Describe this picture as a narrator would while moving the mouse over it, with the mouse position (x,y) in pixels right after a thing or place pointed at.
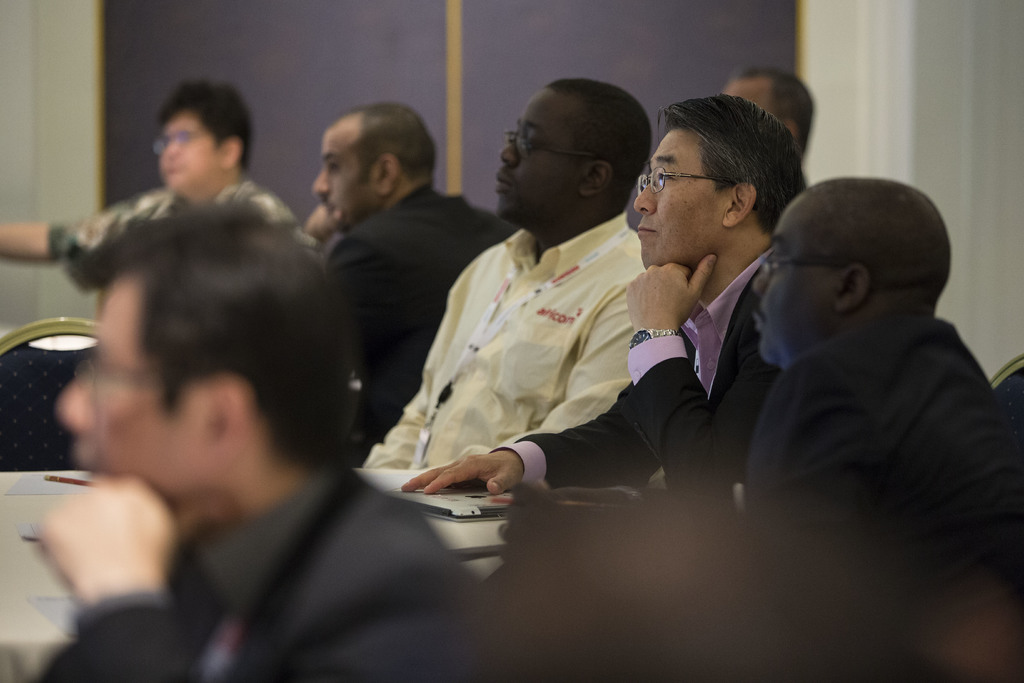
In the picture I can see people (608,333) are sitting in front of a table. On the table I can see some objects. The background (850,100) I can see a wall (385,75). This image is little bit blurred.
